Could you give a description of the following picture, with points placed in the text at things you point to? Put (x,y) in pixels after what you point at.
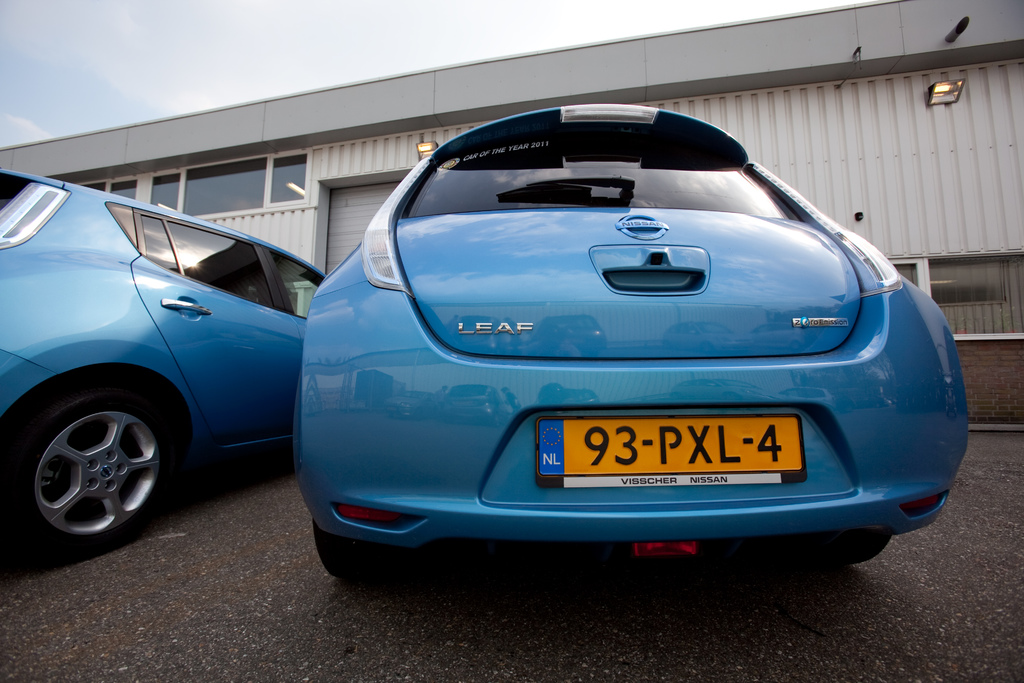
In this picture, I see couple of cars (462,411) parked on the road (258,624) and I see a building (976,305) in front of the cars (737,235) and a cloudy sky (153,78) on the top (509,39).
